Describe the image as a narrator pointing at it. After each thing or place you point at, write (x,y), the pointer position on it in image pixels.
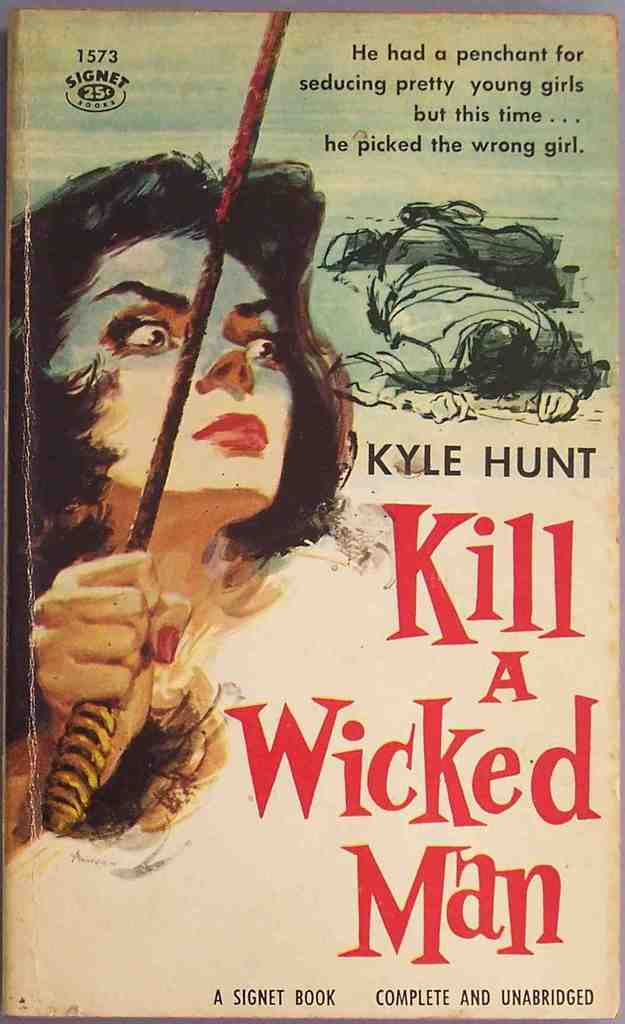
In this image I can see a poster (233,624) and on it I can see a woman (208,442) holding an object (277,18) in her hand (139,581).
